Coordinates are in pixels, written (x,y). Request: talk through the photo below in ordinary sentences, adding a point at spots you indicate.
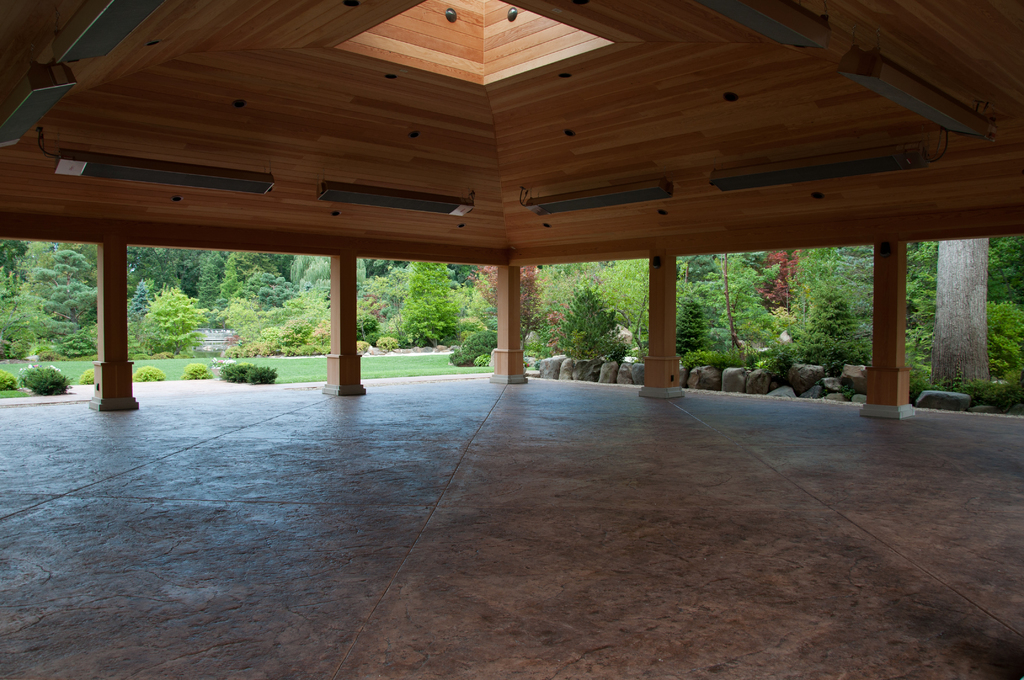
In this image we can see floor (737,456) and wooden shelter (459,162) with pillars (99,291). Background of the image (81,289) grassy land (279,373), plants (694,327) and trees (61,292) are there.
